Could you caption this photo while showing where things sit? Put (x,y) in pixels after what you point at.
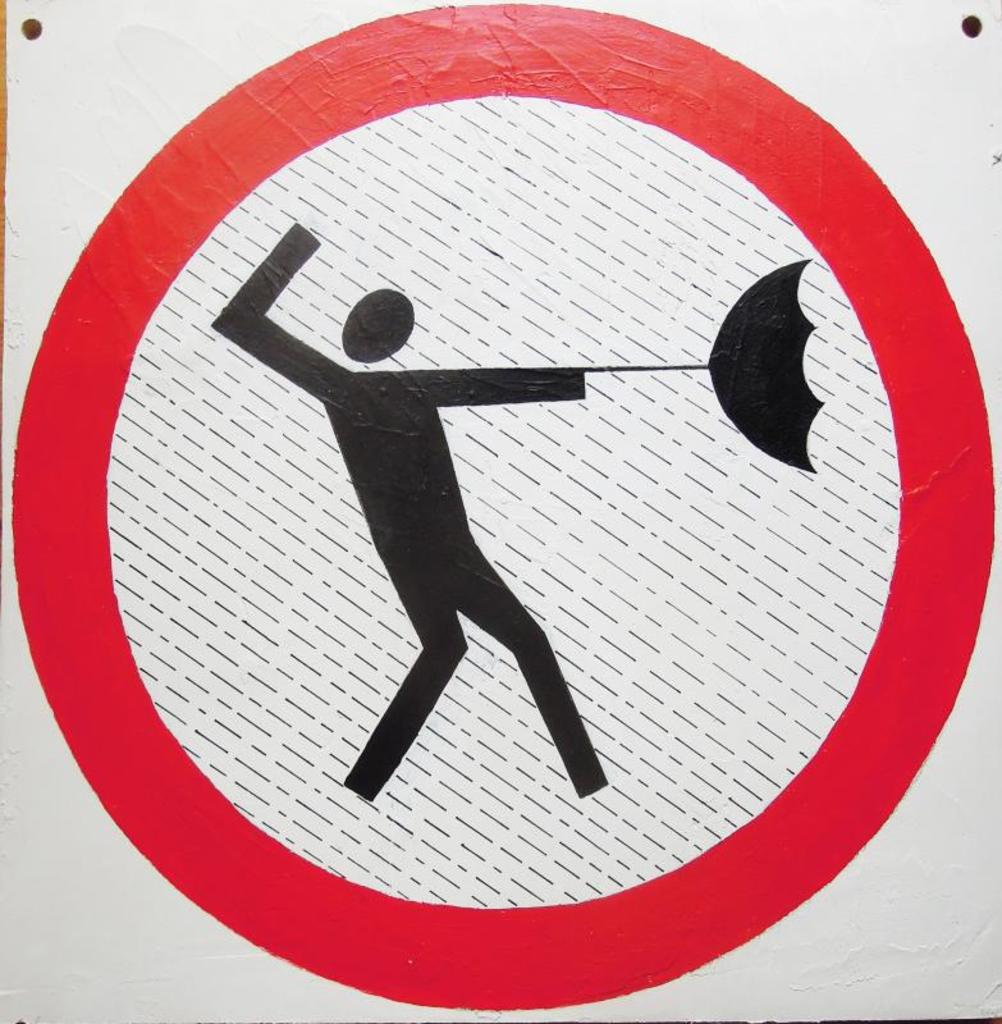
In this, picture, we can a sign board (705,898).
